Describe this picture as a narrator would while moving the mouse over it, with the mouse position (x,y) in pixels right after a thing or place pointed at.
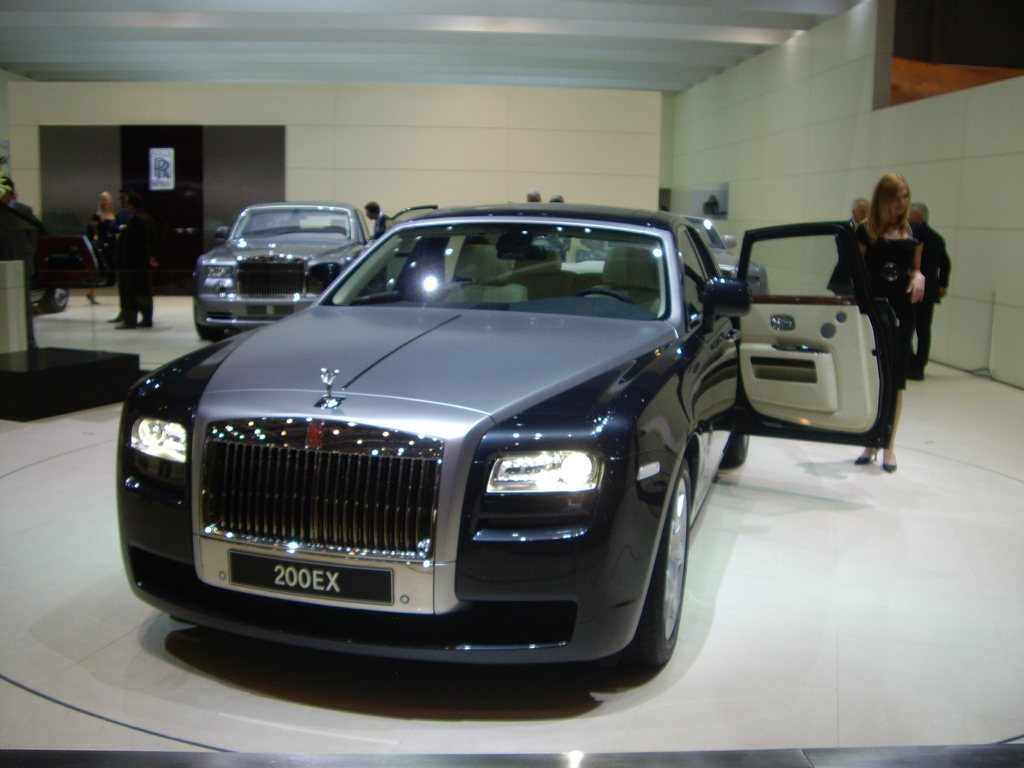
In this image we can see four cars (453,212) which are not of same model and color are in the showroom (188,322) and there are some group of persons (136,300) standing around it and in the background of the image (256,105) there is a wall (360,88).
